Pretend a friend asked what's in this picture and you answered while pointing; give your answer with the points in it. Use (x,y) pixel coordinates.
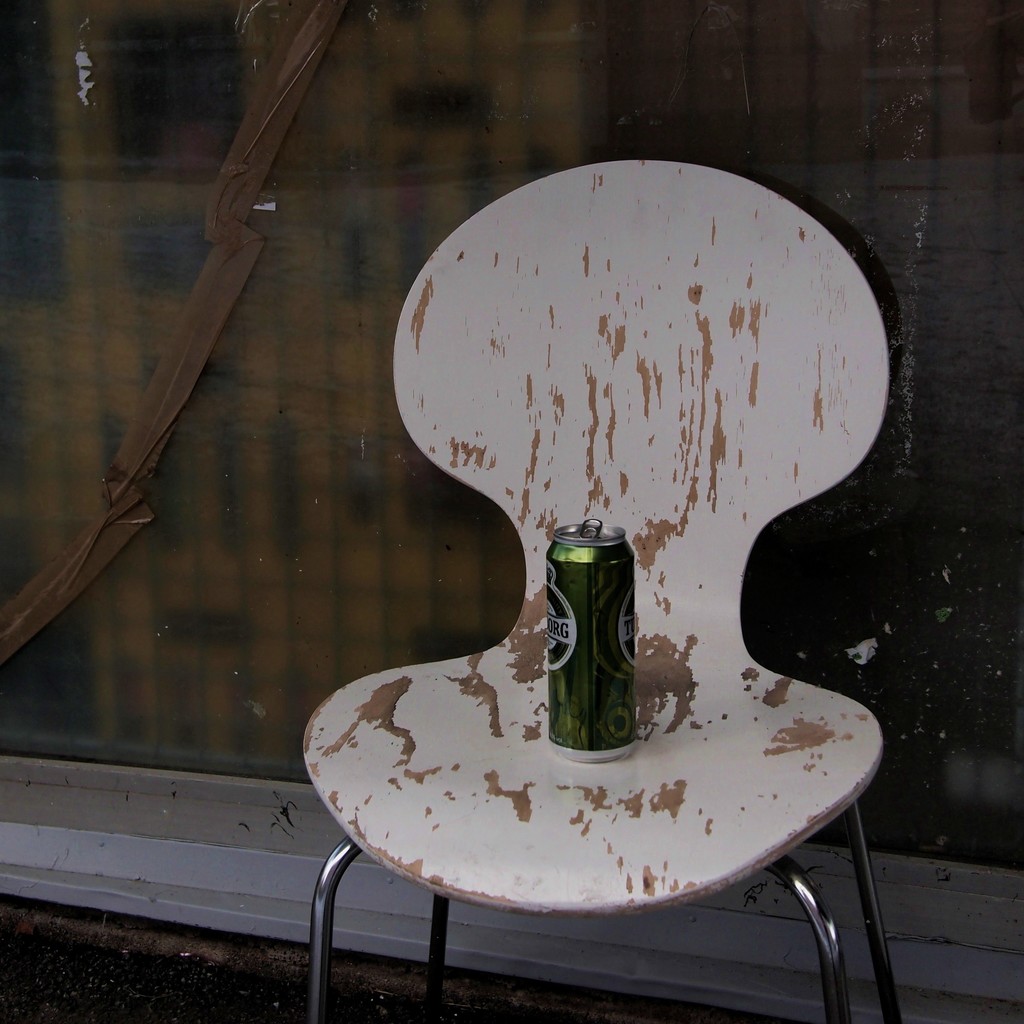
In this image, in the middle (518,656) there is a chair (498,681) on that there is a tin (558,670). In the background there is a glass (308,610).
